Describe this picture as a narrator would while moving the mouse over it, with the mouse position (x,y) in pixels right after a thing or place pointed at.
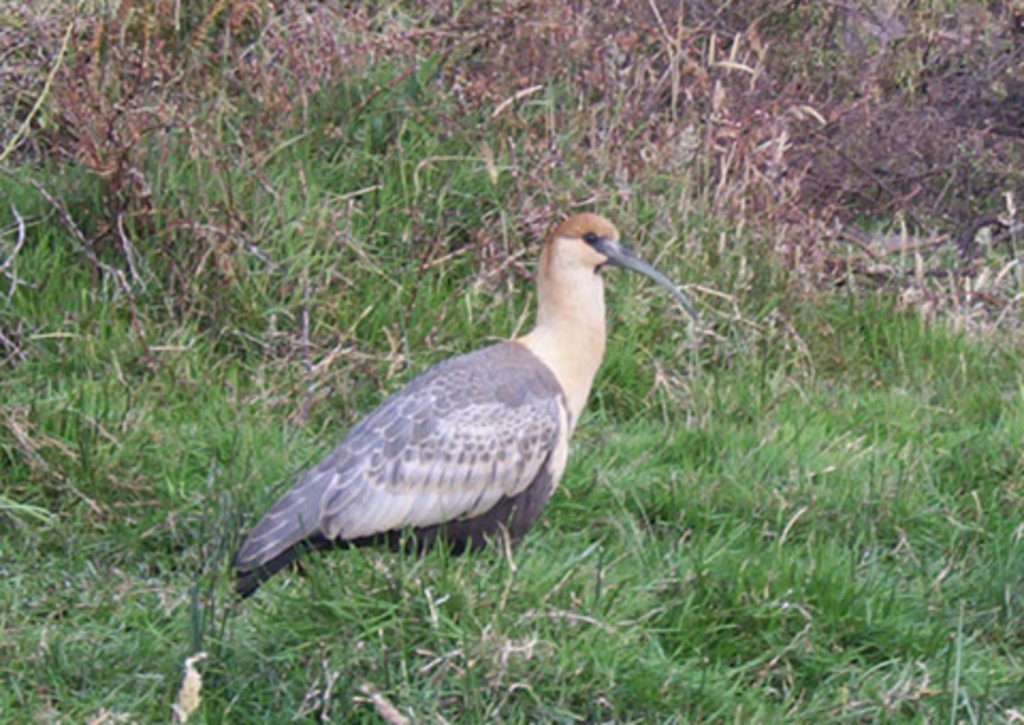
In this picture, we can see a bird (479,484) on the grass path (438,556).
